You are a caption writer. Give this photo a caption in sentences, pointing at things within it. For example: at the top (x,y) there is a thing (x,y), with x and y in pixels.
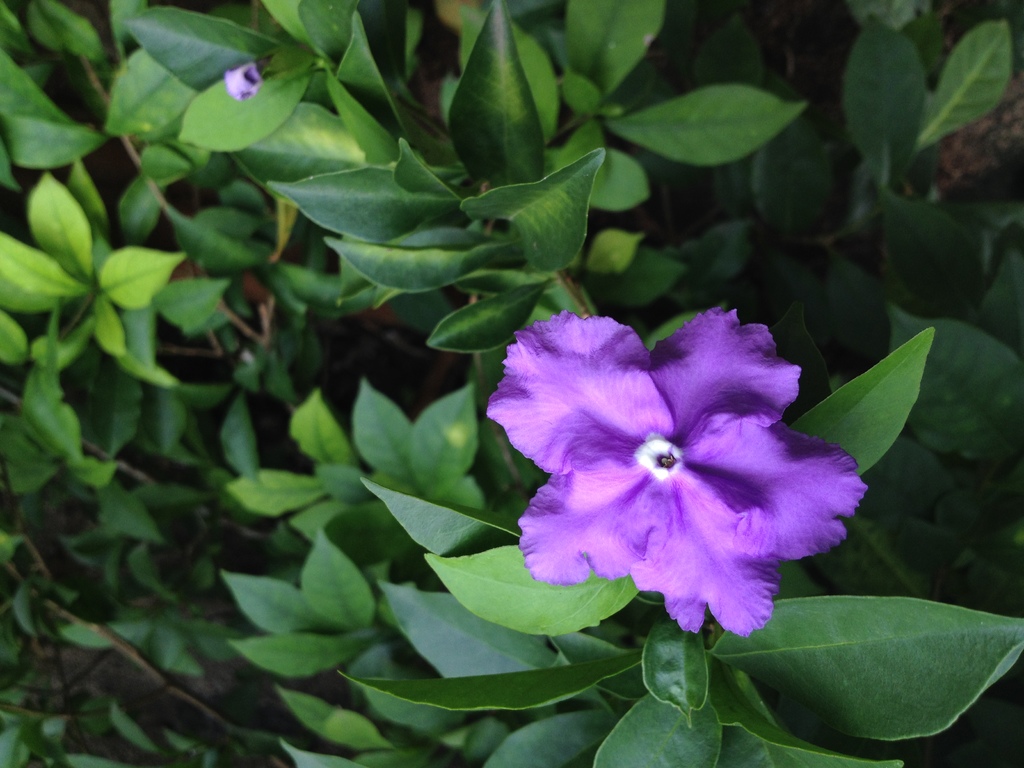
In this image we can see flowers (681,470), leaves (267,98) and stems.
